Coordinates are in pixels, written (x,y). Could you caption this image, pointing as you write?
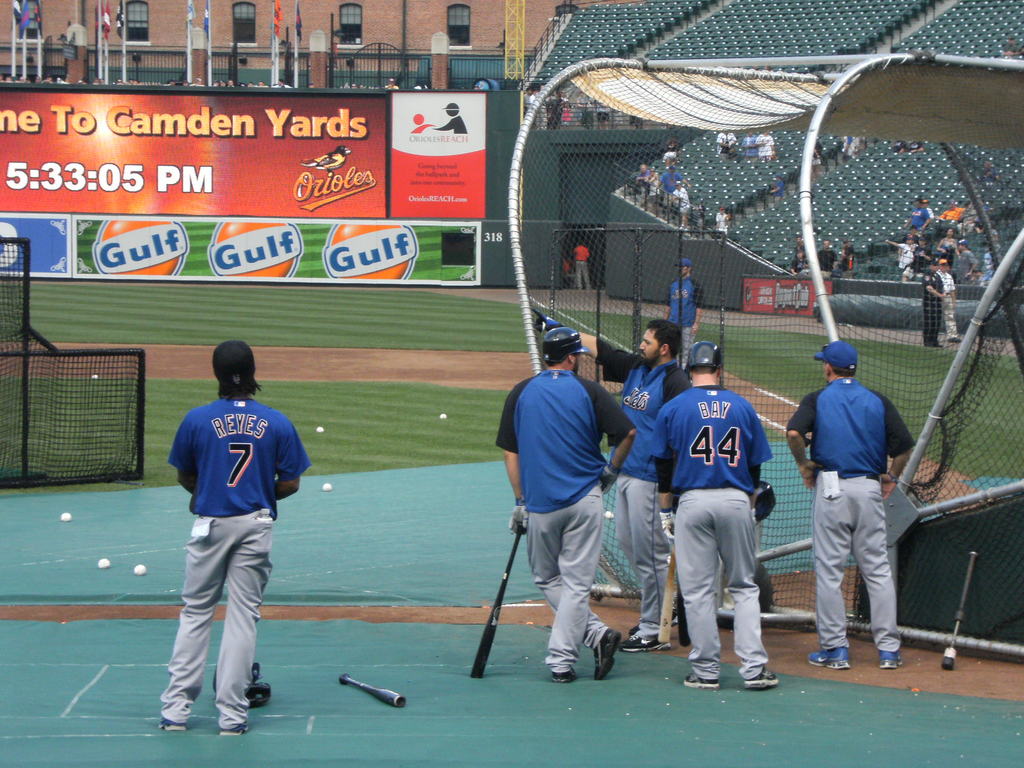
This picture describes about group of people (615,458), few people (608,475) are seated and few are standing, in the middle of the image (523,463) we can see few people (552,542), and few persons (692,539) are holding bats (687,634), in front of them we can find a net (643,261) and few balls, in the background (355,180) we can see few hoardings (365,189), poles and a building (343,28).
